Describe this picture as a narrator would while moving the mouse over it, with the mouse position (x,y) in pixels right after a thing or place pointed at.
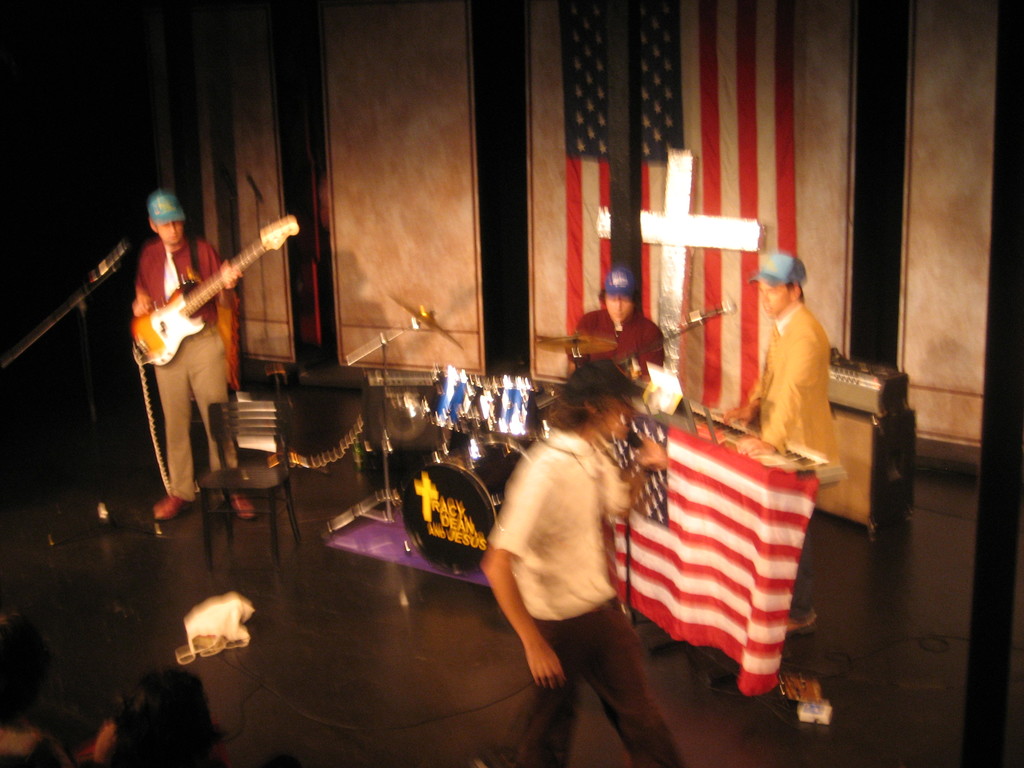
In the picture we can see a man (566,764) standing and singing a song in the microphone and behind him we can see some people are playing musical instruments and behind them, we can see a wall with a United States of America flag and in front of it we can see a cross sculpture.
